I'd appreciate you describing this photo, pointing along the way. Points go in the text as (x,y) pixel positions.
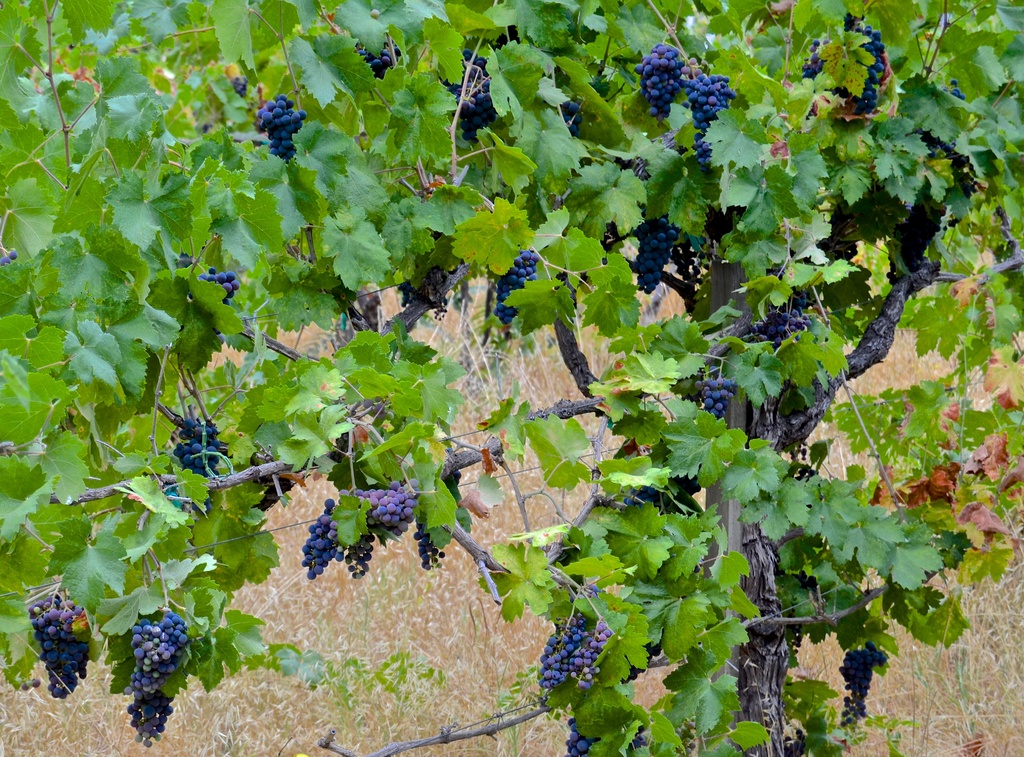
In this picture we can see grapes (69,678), leaves (434,206) and in the background (500,358) we can see grass (873,693).
